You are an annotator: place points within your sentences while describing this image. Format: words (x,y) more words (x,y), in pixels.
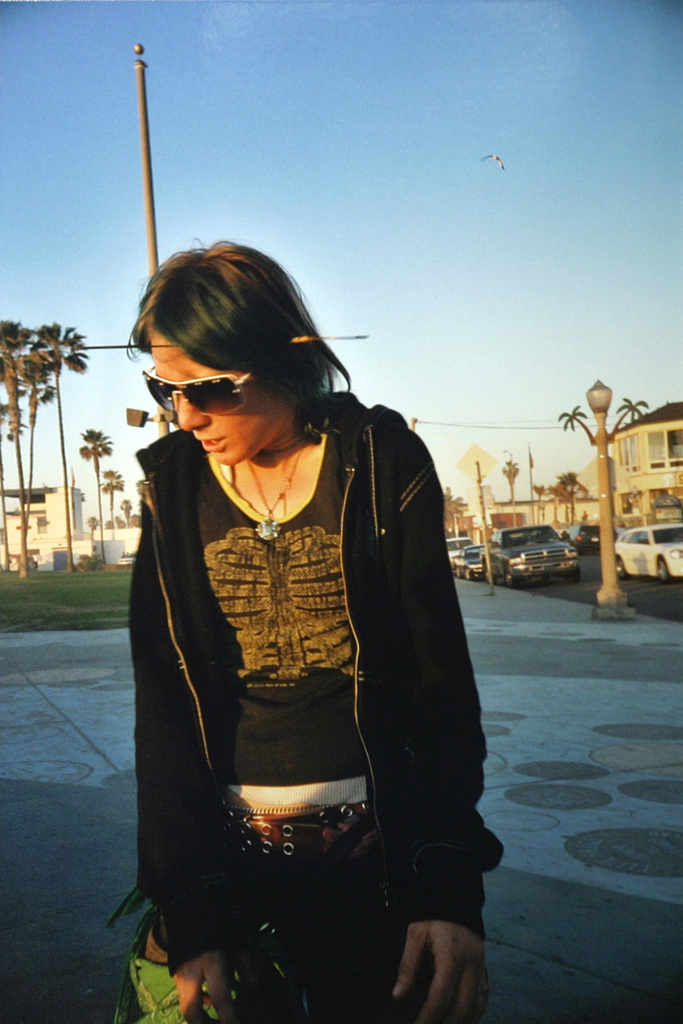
In this image we can see a person (329,690) wearing black color dress (215,679), goggles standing on the ground (646,685) and in the background of the image (93,523) there are some trees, vehicles (475,553) which are parked on the road (589,594), houses (642,461), poles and top of the image (368,138) there is clear sky (284,190).
